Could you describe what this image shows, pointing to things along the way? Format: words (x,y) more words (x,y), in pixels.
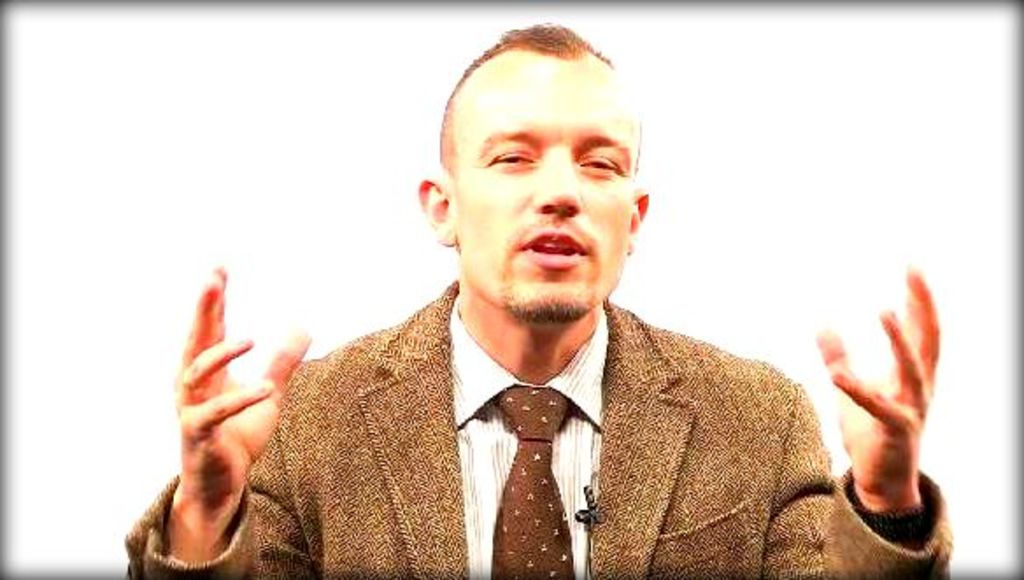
In this picture I can see a man (624,388) lifting his hands (229,442) up and I can see white color background (935,258) and he wore a brown coat (412,512) and a tie (517,538).
